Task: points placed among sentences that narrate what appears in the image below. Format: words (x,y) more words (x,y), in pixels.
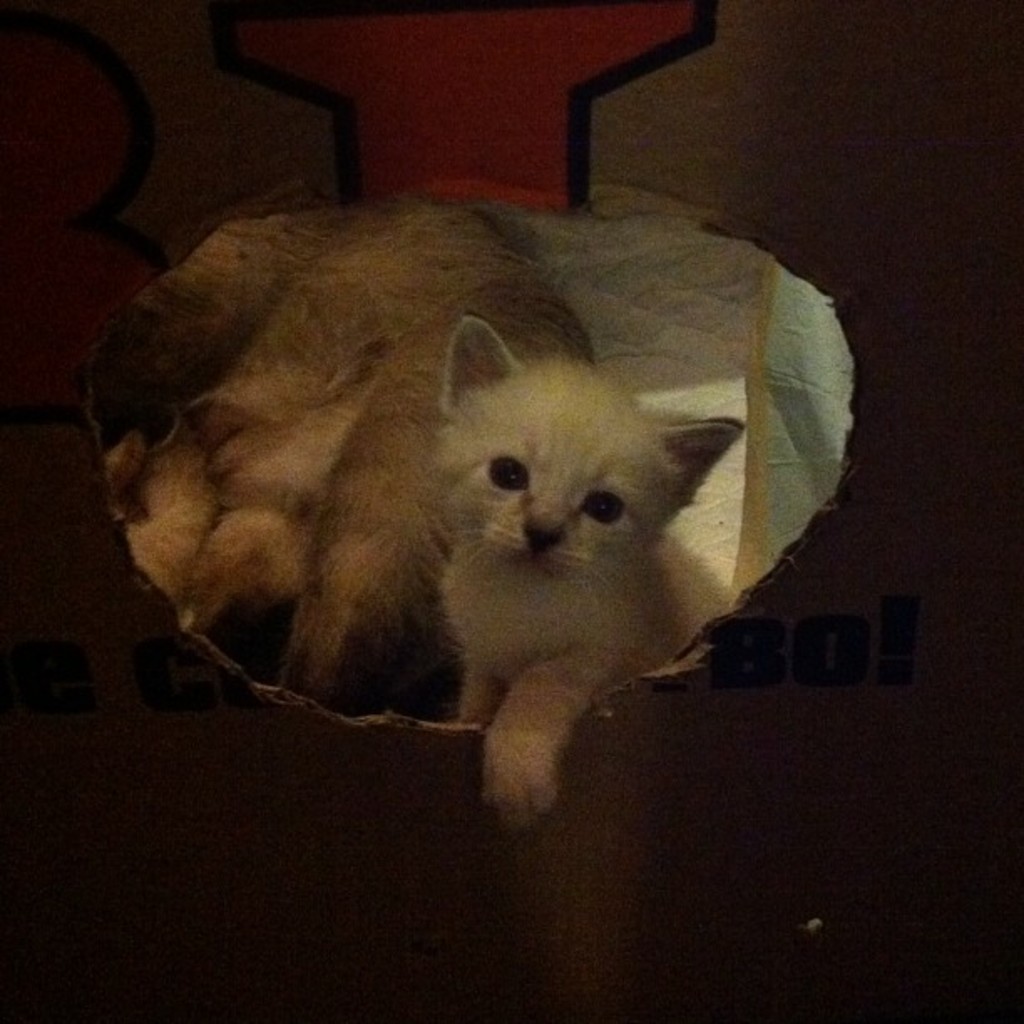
This picture is dark, in this picture we can see animals (389,541).
